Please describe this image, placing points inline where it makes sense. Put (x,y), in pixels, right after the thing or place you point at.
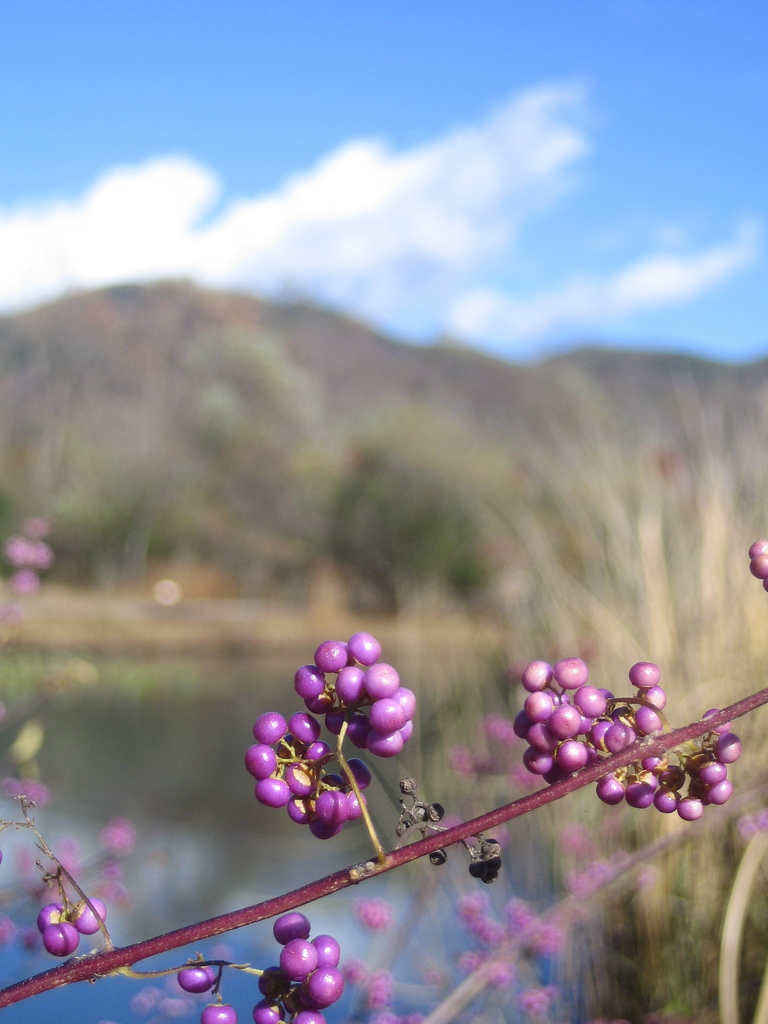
In the picture we can see a part of the stem (83,970) with fruits (723,752) and behind it, we can see the water surface (41,715), grass (684,584), hills (132,336) and the sky (647,155) with clouds (498,143).
